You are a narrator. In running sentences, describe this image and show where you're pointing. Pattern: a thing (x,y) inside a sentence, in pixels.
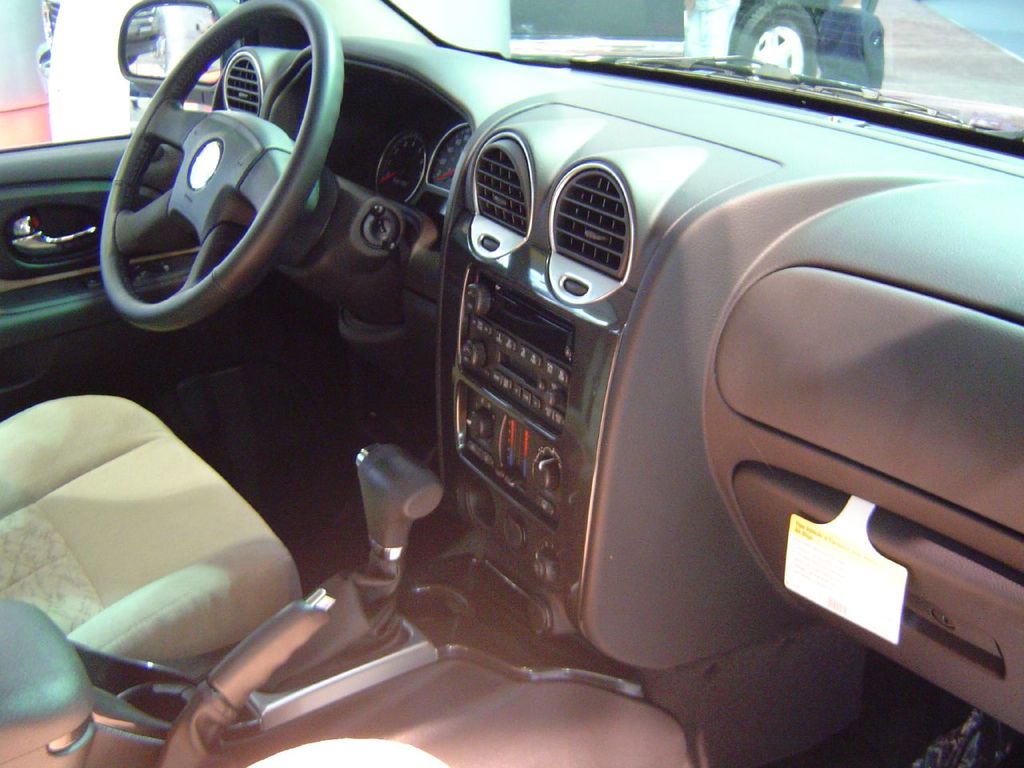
In the image we can see the internal view of the vehicle (402,392), this is a steering (273,239), seat (130,434), mirror (139,44) and windows (24,68). This is a road (943,60).
